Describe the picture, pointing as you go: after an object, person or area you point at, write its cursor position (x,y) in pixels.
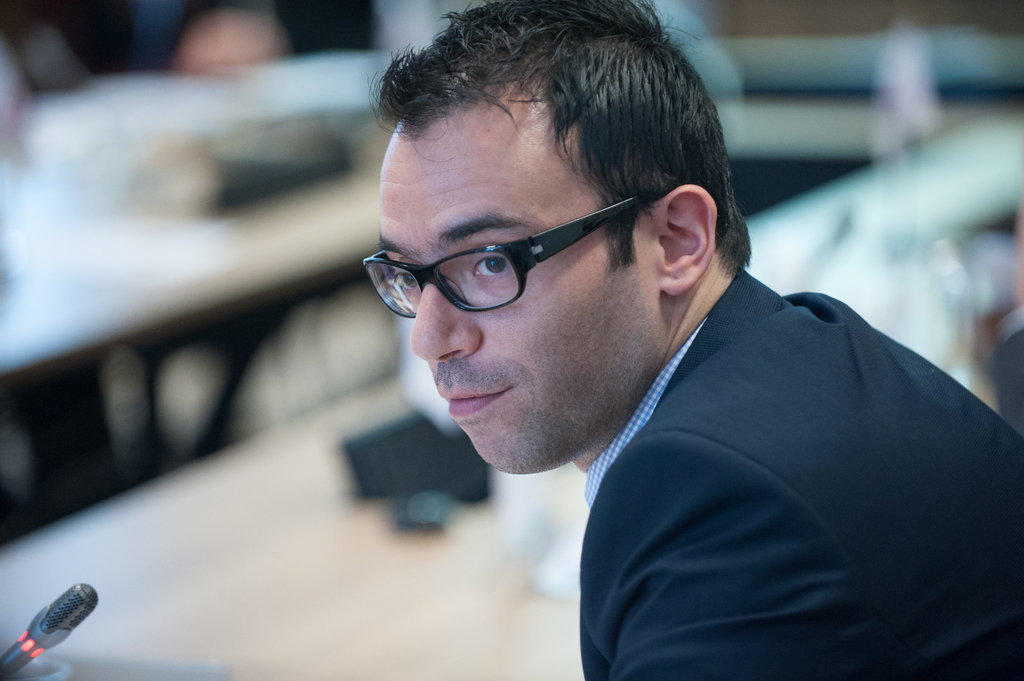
In this image I can see a person (695,406) wearing black colored dress (734,451) and black colored spectacles (461,261). I can see a microphone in front of him and the blurry background (821,172).
